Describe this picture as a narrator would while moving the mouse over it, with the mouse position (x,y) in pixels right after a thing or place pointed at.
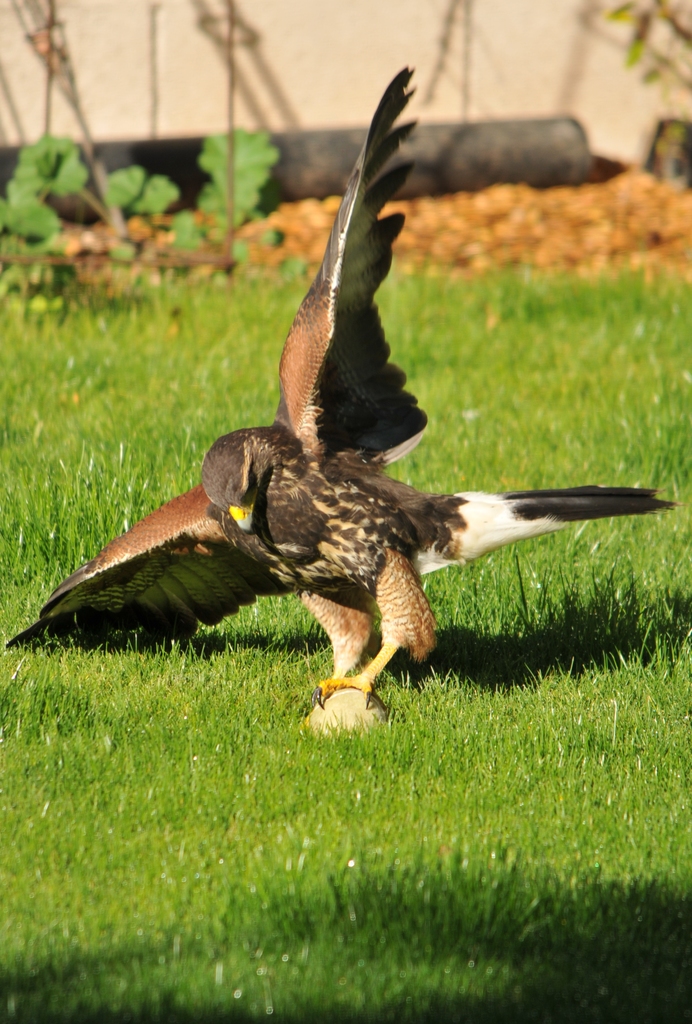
In this picture there is an eagle (332,532) holding an object (336,697) with its legs (370,693) which is on a greenery ground (252,735) and there are few plants (68,146) and some other objects (96,142) in the background (87,184).
